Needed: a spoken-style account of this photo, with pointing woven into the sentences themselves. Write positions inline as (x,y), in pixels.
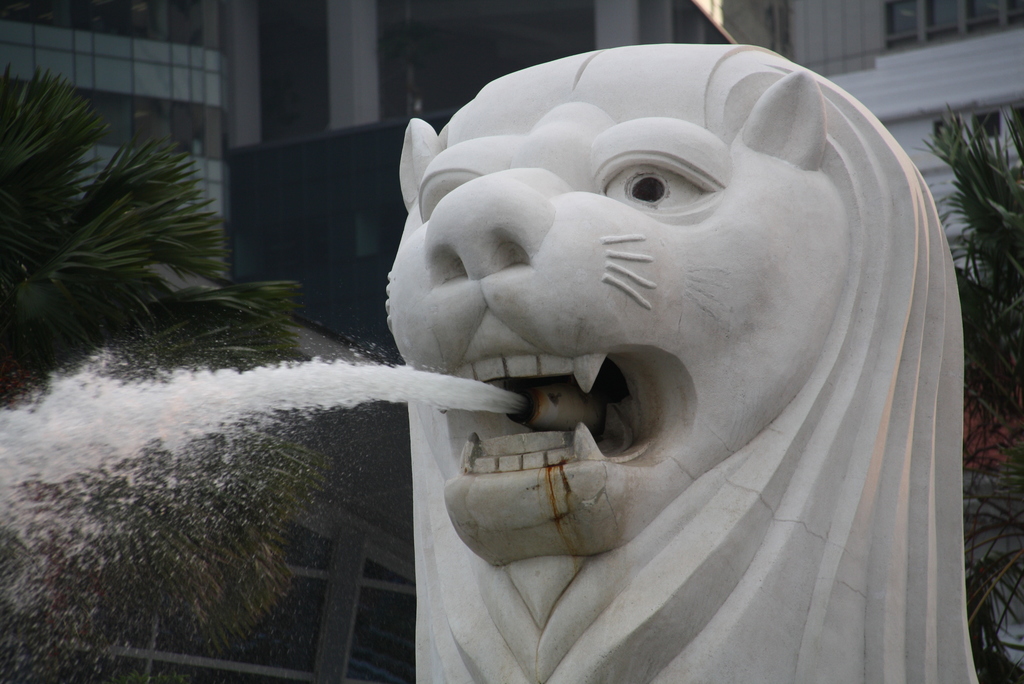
In this picture in the middle (649,382), we can see a statue (942,383) from which flow of water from its mouth (629,442). In the background (95,114), we can see some trees (958,158), buildings (168,88), glass window (1018,9).
